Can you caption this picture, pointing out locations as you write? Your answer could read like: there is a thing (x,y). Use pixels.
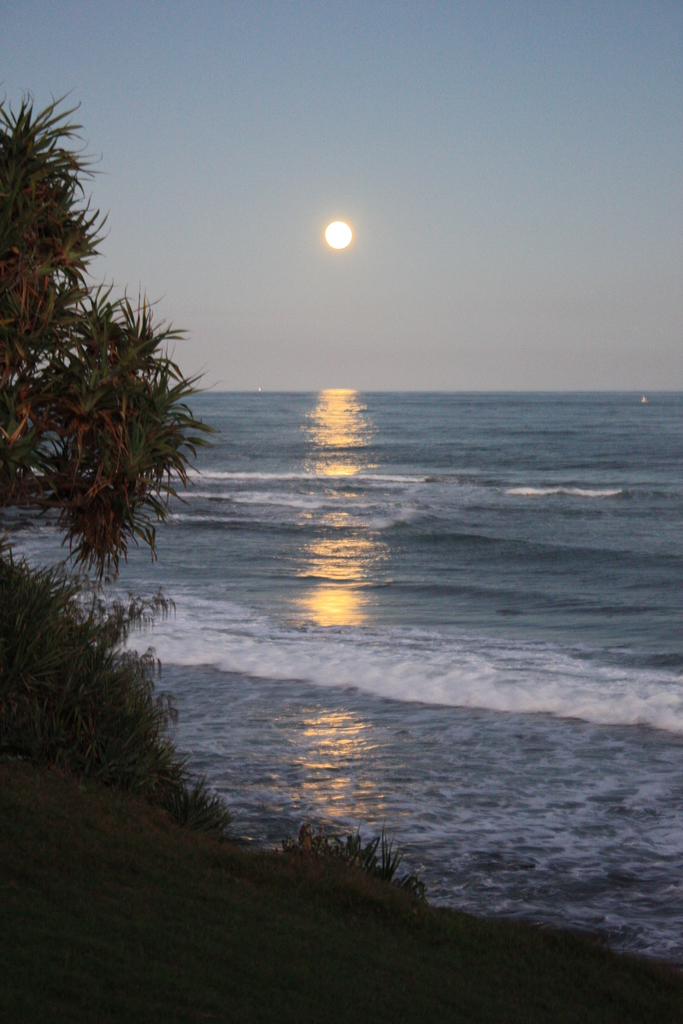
In this image in the foreground (125,781) there are some plants (115,461) and grass (361,946), and in the center (266,468) there is an ocean (364,475). And in the background (392,209) there is moon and sky (368,207).
